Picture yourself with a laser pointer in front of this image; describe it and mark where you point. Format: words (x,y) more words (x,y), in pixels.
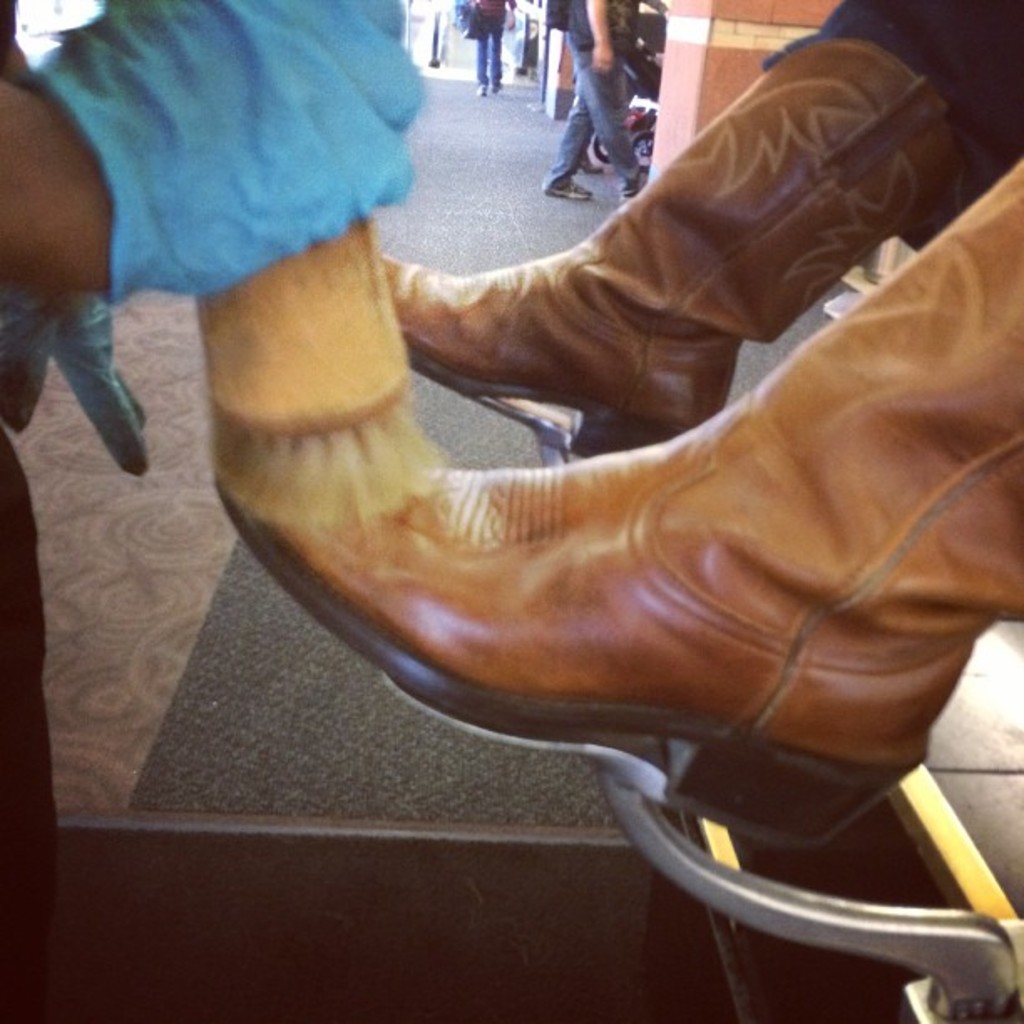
As we can see in the image there is mat (290,757) and wall (692,140). There are few people (575,44) and tiles (993,725). In the front (807,473) there is a person (820,352) wearing brown color shoes (602,632).
